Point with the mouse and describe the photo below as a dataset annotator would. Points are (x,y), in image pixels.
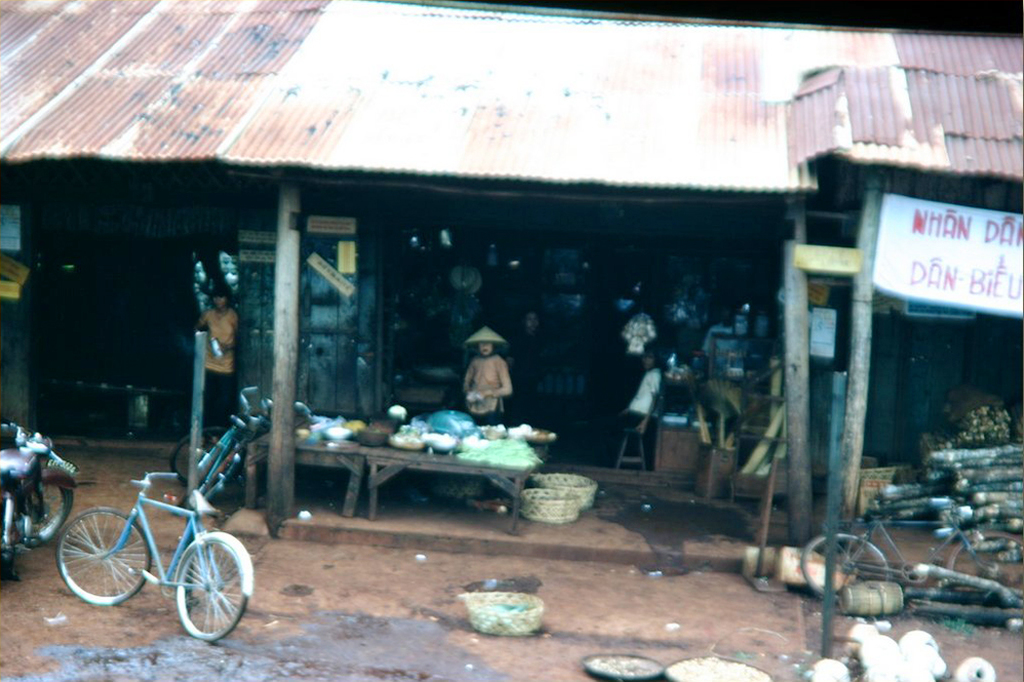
In this image there is a bike (51,488) on the left side (28,502). In the center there are two bicycles (225,532), basket (510,611). On the right side (958,584) there is a bicycle (972,561) and a wooden bamboo (995,498). In the background (227,338) there are group of people (227,338), table (385,453), two baskets (571,483), in shade (478,122) and the name board (983,273) at the right side (974,270).
